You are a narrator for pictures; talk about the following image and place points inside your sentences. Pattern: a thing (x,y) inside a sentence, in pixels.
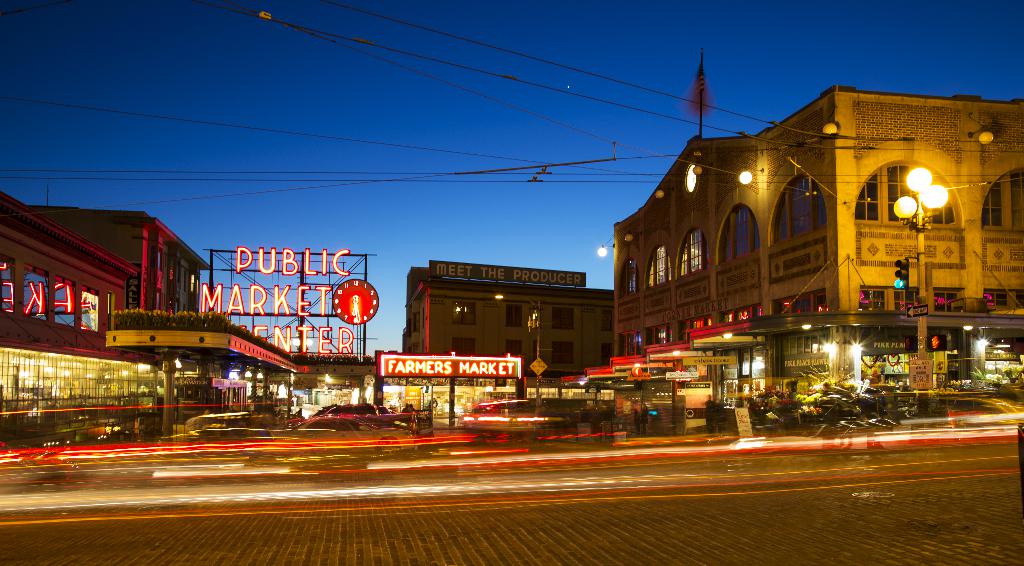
In this picture we can see many buildings (463,287). Here we can see advertisement board (263,250). On the right (910,181) we can see street light (915,169) and electric wires (810,176). On the bottom (779,418) we can see road (508,440), plants (951,388) and cars (186,431). On the top (651,31) there is a sky (640,28). Here we can see a star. On the top right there is a flag (689,98) on the top of the building (700,154).
